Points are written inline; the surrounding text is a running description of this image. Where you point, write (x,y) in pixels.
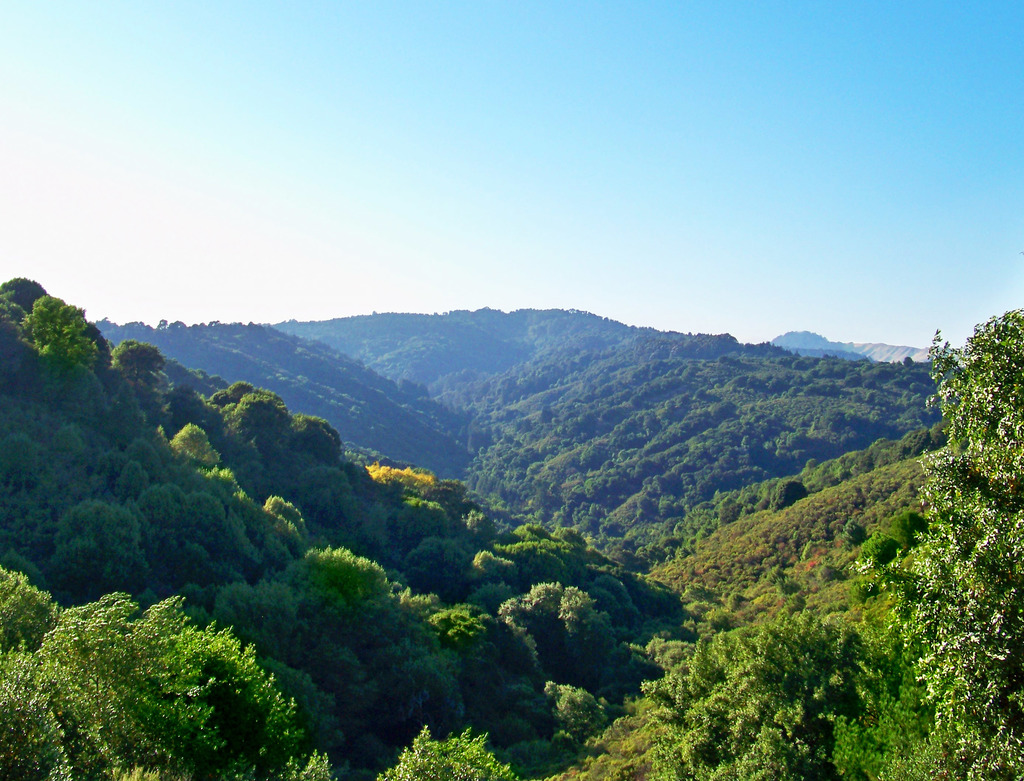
In this image we can see sky (366,201) with hills (605,484), trees (558,581) and plants (206,439).
